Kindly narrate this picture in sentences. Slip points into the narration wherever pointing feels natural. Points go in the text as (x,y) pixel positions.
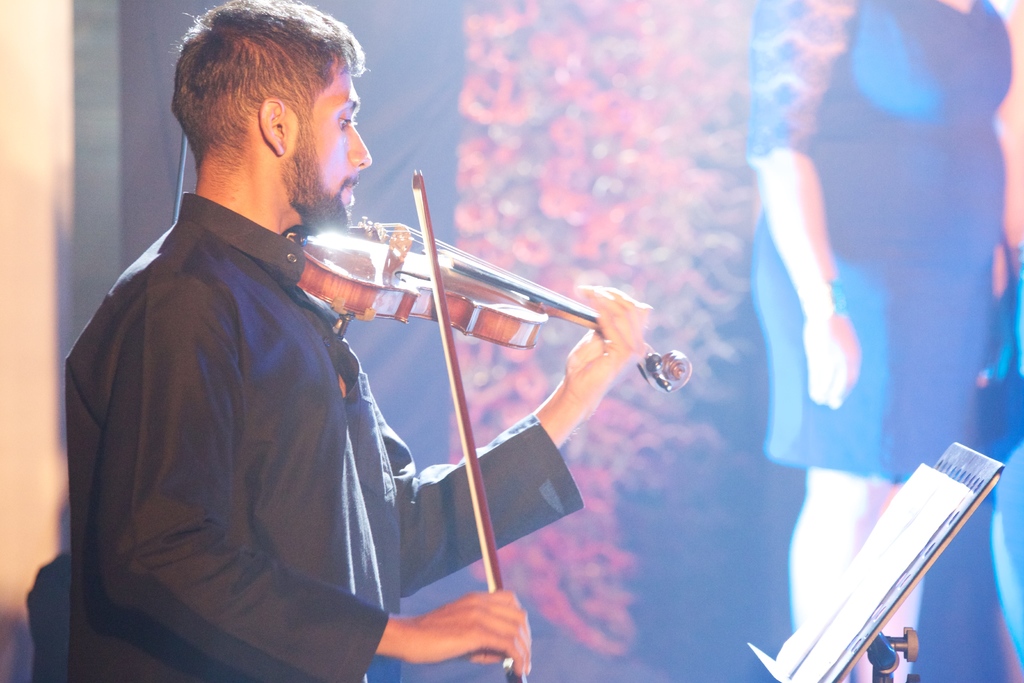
In this picture we can see a man (245,85) who is playing a violin (492,298). He is in black color shirt (331,540). And this is the book (869,557).
